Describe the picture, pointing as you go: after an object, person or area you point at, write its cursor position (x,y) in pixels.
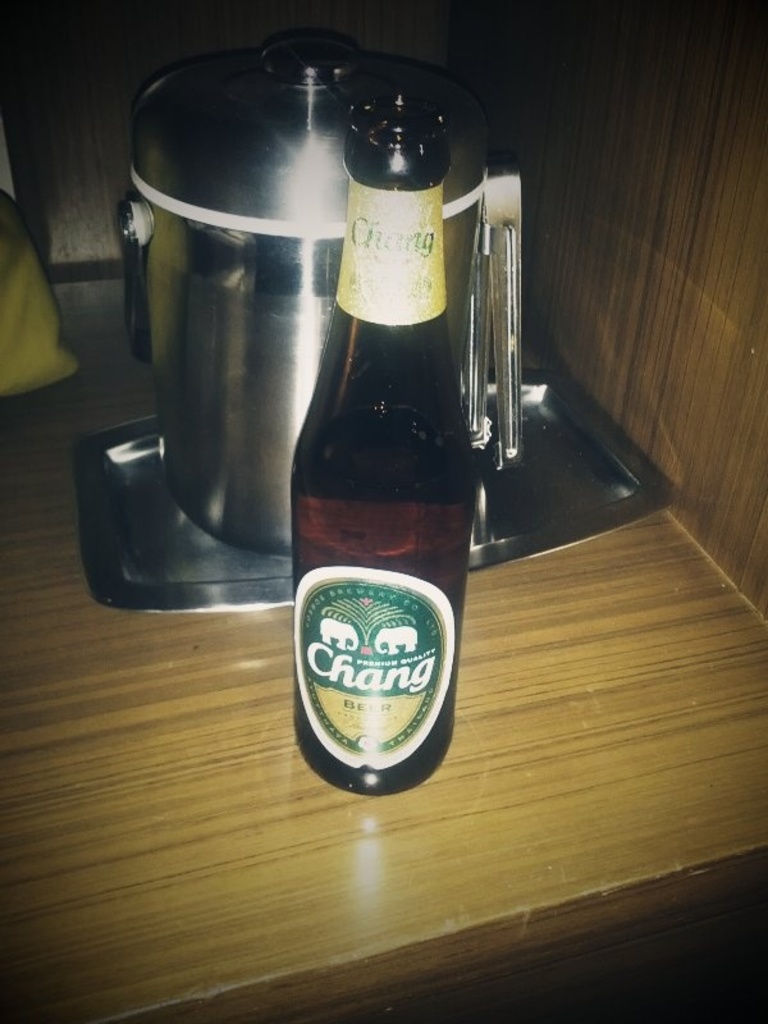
In this image, there is a table (237,790) which is in yellow color, on that table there is a beer (369,312) which is in black color, there are some utensils (243,210) which are in ash color kept on the table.
